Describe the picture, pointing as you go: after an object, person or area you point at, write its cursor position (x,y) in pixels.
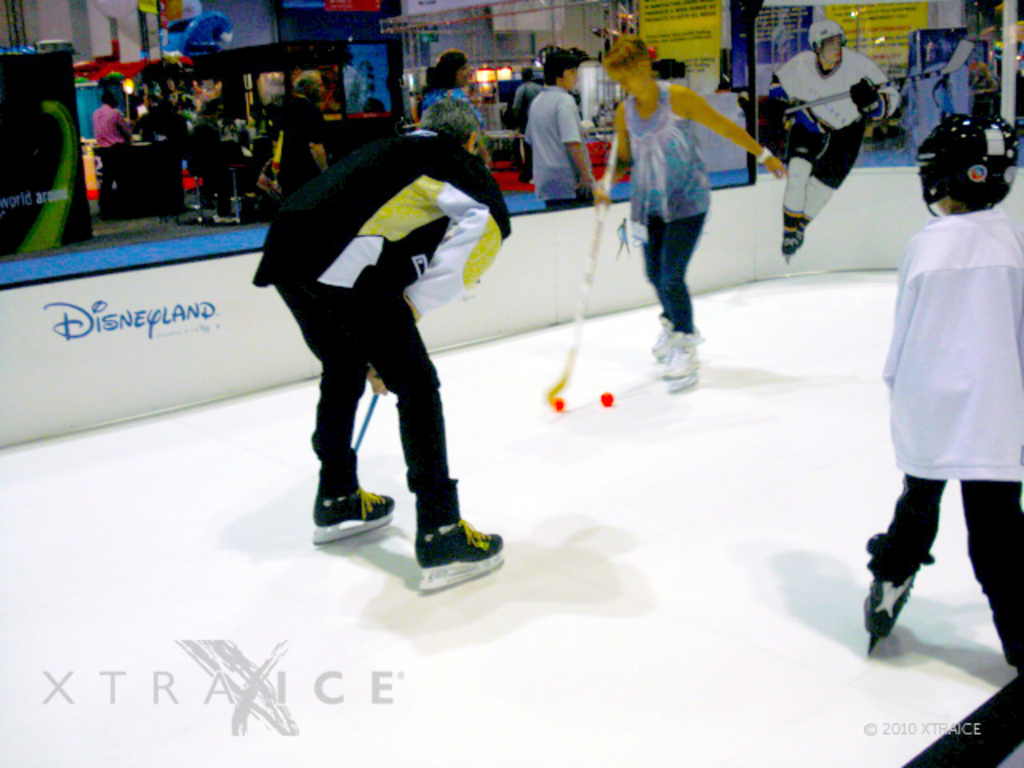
In this image I can see a person (412,290) wearing black, white and yellow colored dress (354,222) is skating on the rink (513,509) and holding stick (360,441) and few other persons (641,212) are also skating on the rink (828,465). I can see two balls (606,401) on the rink (586,408). In the background (509,139) I can see few other persons (548,102) standing and few other objects (235,126).
